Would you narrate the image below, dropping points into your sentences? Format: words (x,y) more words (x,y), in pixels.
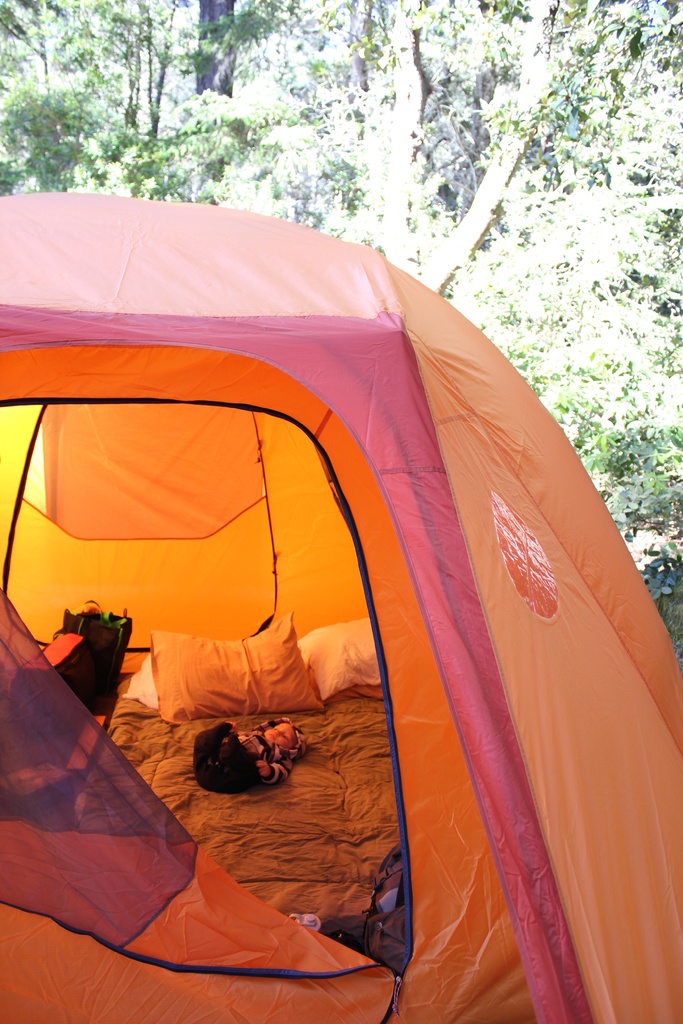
Here I can see a camping tent (376,513). Inside this there is a bed (313,821) on which there are few pillows (283,661) and baby (268,756) is lying. In a background (219,72) there are many trees (303,160).
